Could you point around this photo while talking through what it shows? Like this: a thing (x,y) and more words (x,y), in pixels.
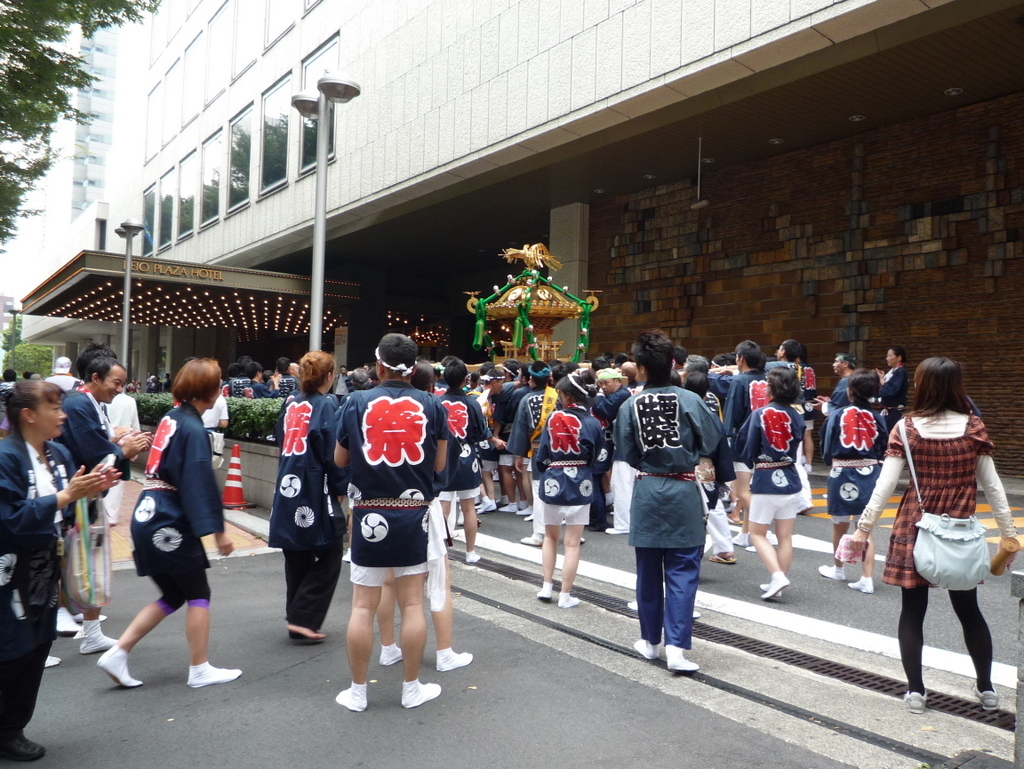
This is an outside view. Here I can see a crowd of people (345,449) standing on the road (514,591) facing towards the back side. In the background (460,317) there is a building (664,94). On the left side (12,132) there is a tree (5,76) and two light poles (322,162).
